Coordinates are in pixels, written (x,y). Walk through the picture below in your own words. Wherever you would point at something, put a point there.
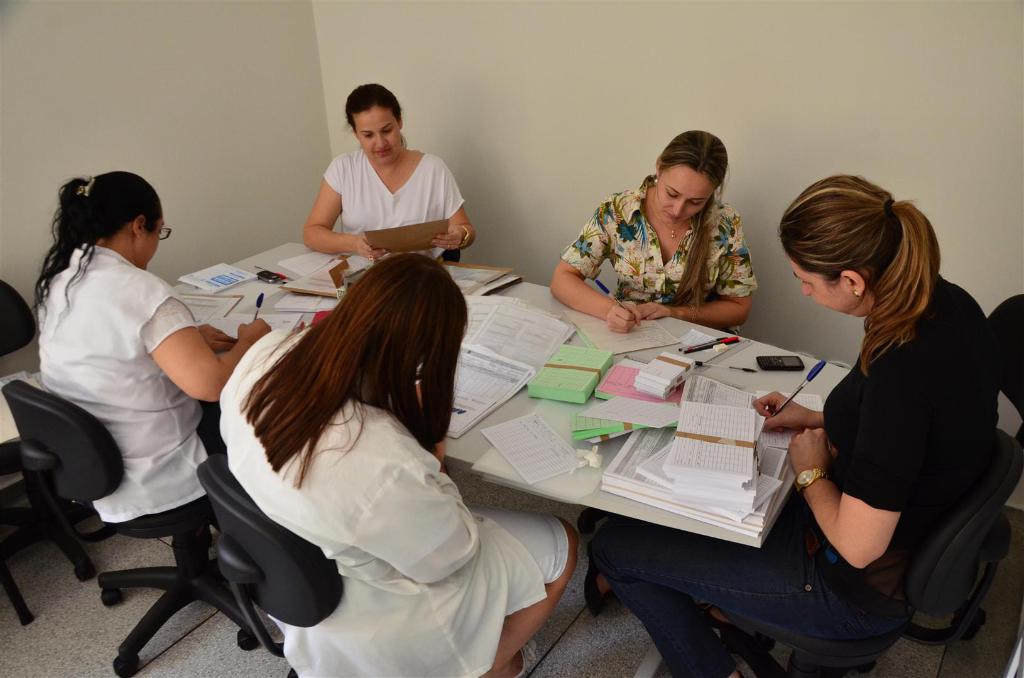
This is the picture of five ladies (380,386) sitting on the chairs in front of the tables (236,290) on which are some papers (595,334), books (224,282) and pens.
